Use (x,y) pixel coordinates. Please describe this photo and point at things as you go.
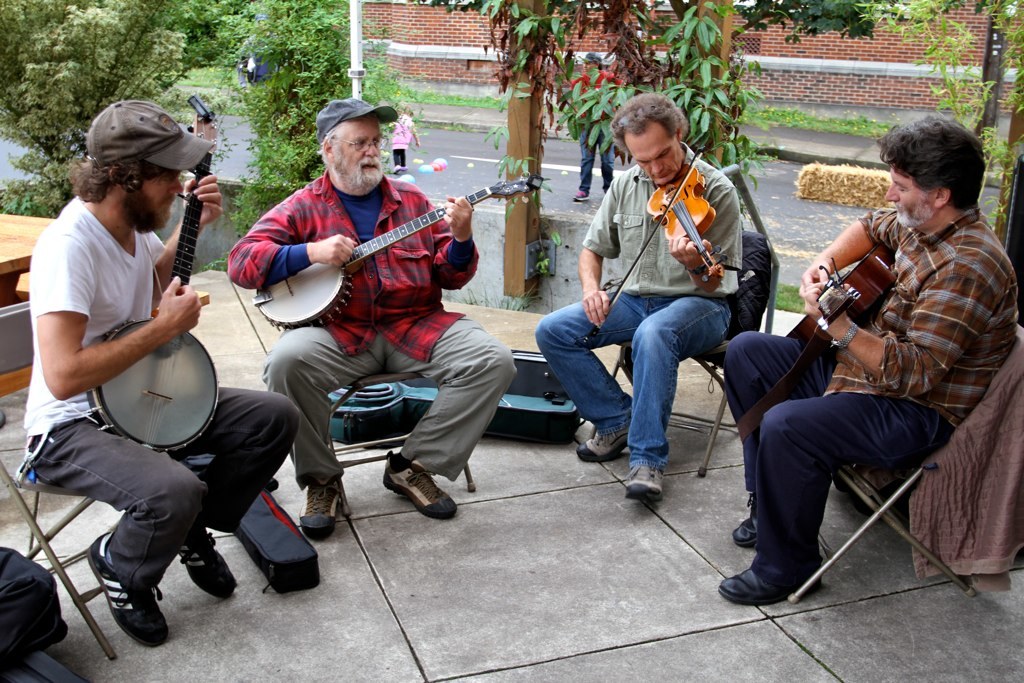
In this image there are four persons (459,274) who are sitting on a chair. On the right side (863,346) the person (844,363) who is sitting and he is playing guitar (842,286), beside him the person (636,268) who is sitting and he is playing a violin (666,222) and beside him the person (335,206) who is sitting and he is playing banjo (300,279) and on the left side (117,367) the person (113,231) who is sitting and he is also playing a banjo (167,393). On the background (247,26) there are trees (636,32) and one house (395,37) is there.
